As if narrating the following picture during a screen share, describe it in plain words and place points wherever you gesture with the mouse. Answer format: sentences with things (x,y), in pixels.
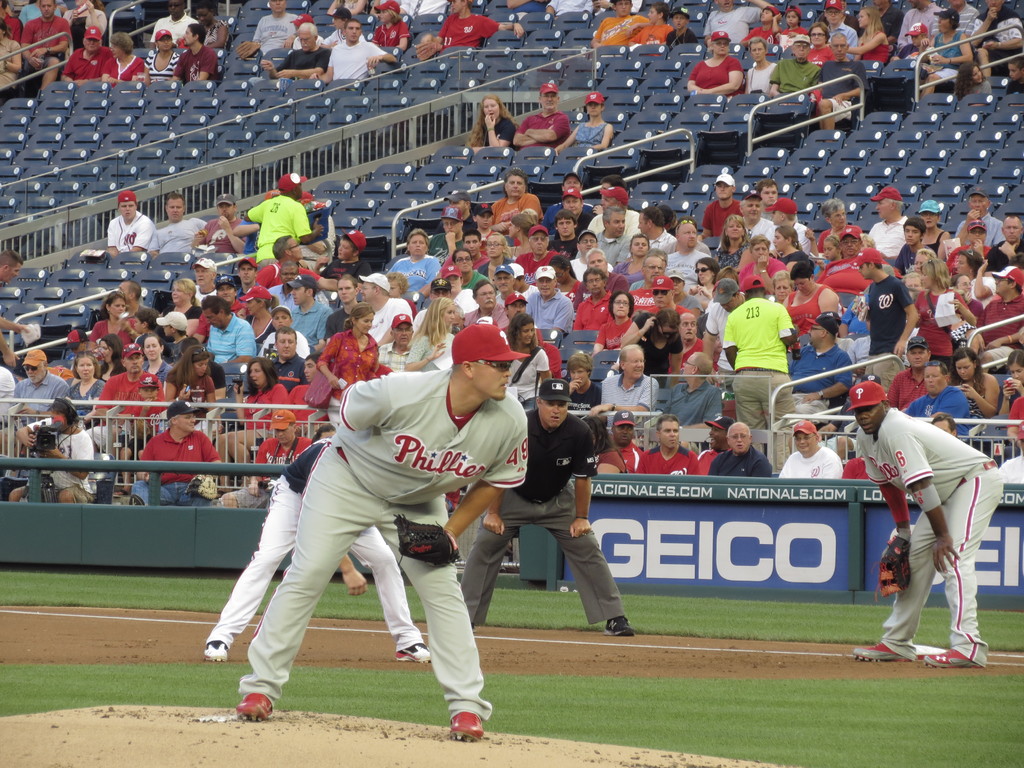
There is person (380,430) wearing cap (468,334), gloves (408,531) and goggles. In the back (541,490) there are some people (579,499) wearing cap (557,388). In the background (556,300) there are people (618,283) sitting on chairs (661,202). Also there are railings (384,157). Also there is a small wall (167,513) and on that there is a banner (658,516). On the ground (723,623) there is grass lawn (634,687).
